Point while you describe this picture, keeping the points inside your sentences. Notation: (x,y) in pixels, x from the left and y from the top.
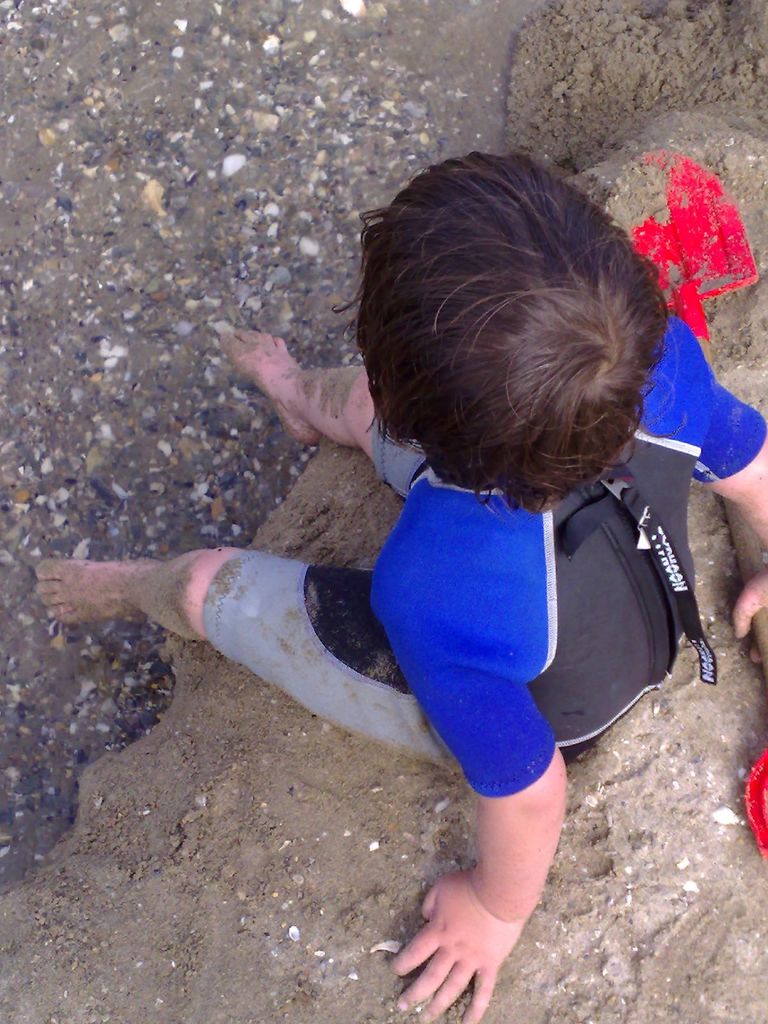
In this image a kid (345,660) is sitting on the ground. He is wearing swimsuit (383,649).
